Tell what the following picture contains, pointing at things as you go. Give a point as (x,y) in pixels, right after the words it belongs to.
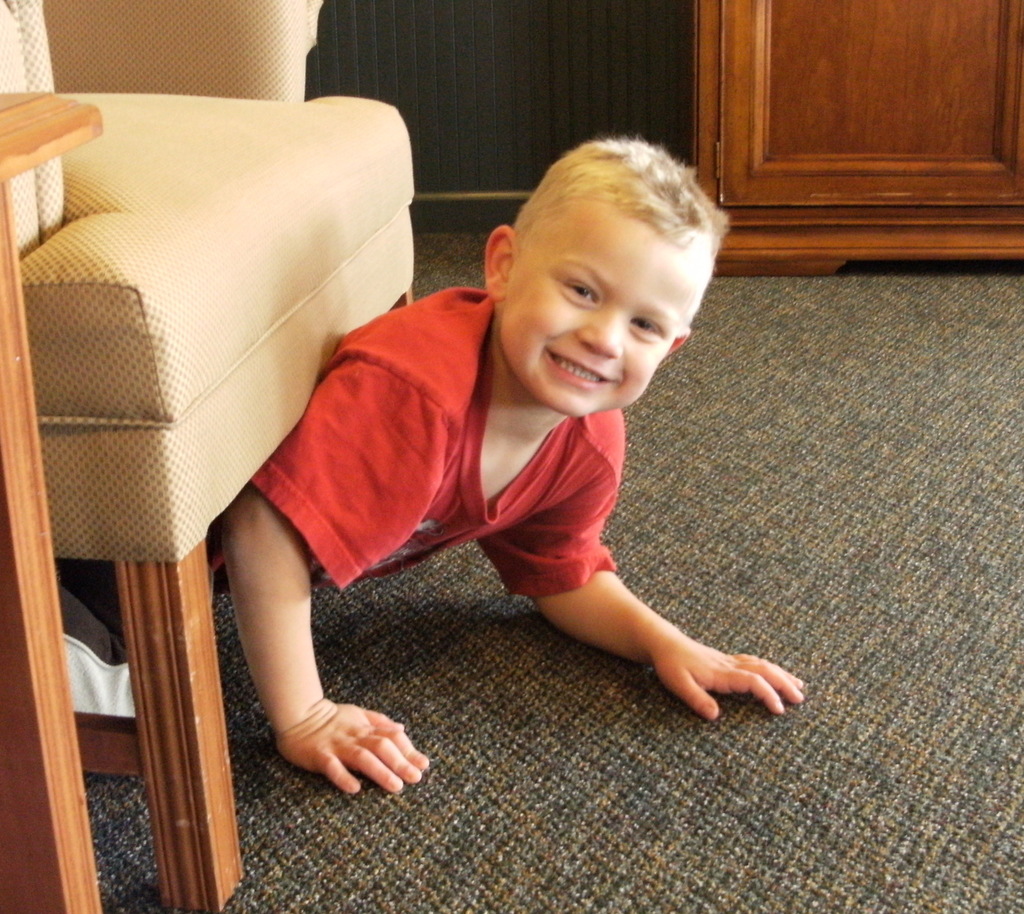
The kid (477,433) wearing a red shirt (400,436) is crawling under the chair (208,237) and the ground (860,552) has a mat (846,780) on it.
